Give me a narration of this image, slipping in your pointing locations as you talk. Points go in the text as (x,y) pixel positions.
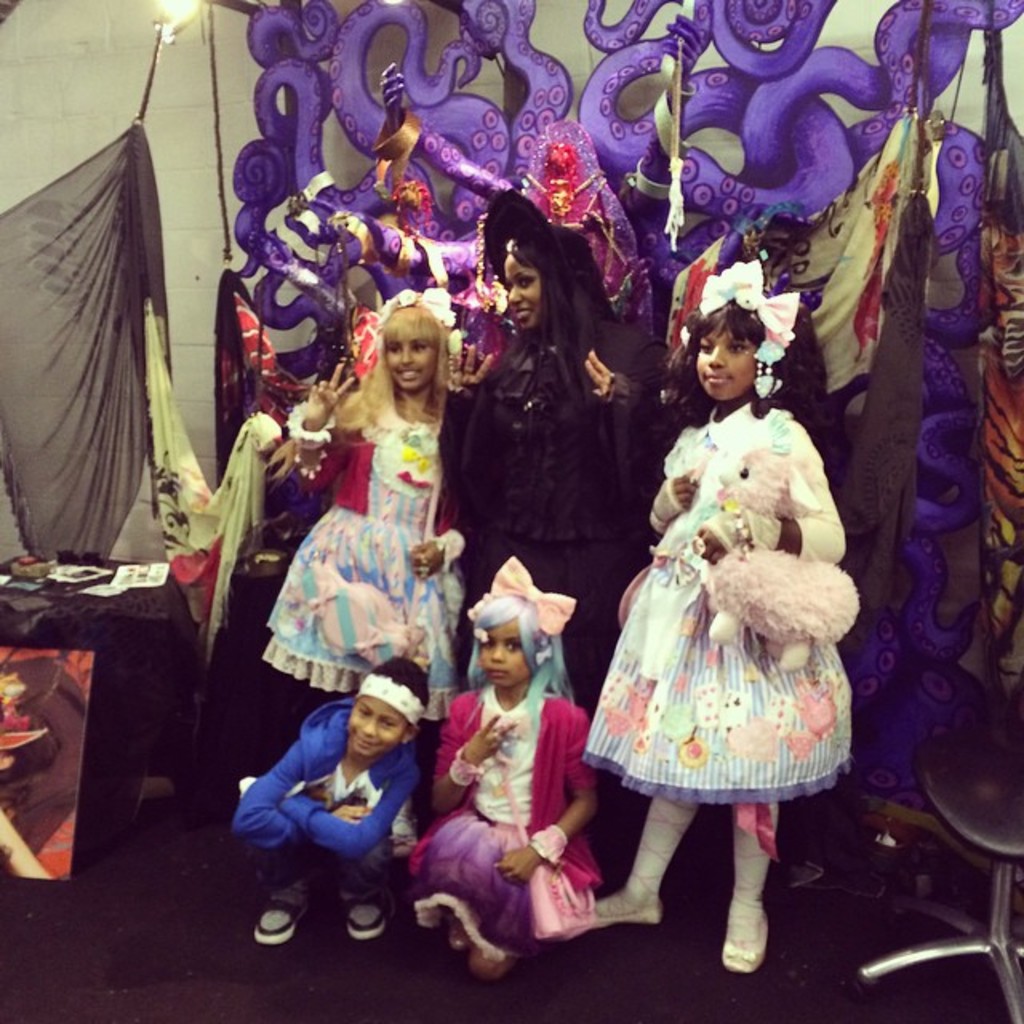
In this image we can see people (659,600) standing on the floor (343,912) and some are sitting on the floor (313,892) by wearing costumes (563,584). In the background (85,438) we can see a table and decors (350,135).
